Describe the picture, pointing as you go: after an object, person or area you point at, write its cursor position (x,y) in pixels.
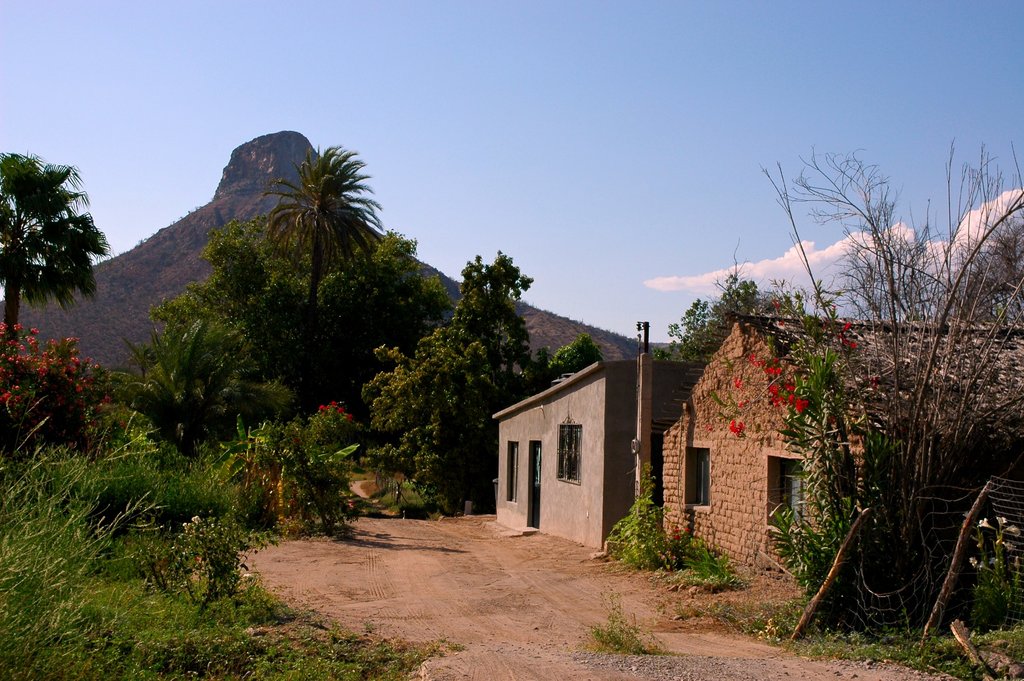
On the right side of the picture (736,533), we see buildings (668,472) in grey and brown color. Beside that, we see an electric pole (641,411) and trees (867,536). On the left side of the picture (178,476), we see trees (29,244) and plants (82,513). There are trees (207,405) and hills (239,169) in the background (351,243). At the top of the picture (551,149), we see the sky (572,200) and the clouds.
